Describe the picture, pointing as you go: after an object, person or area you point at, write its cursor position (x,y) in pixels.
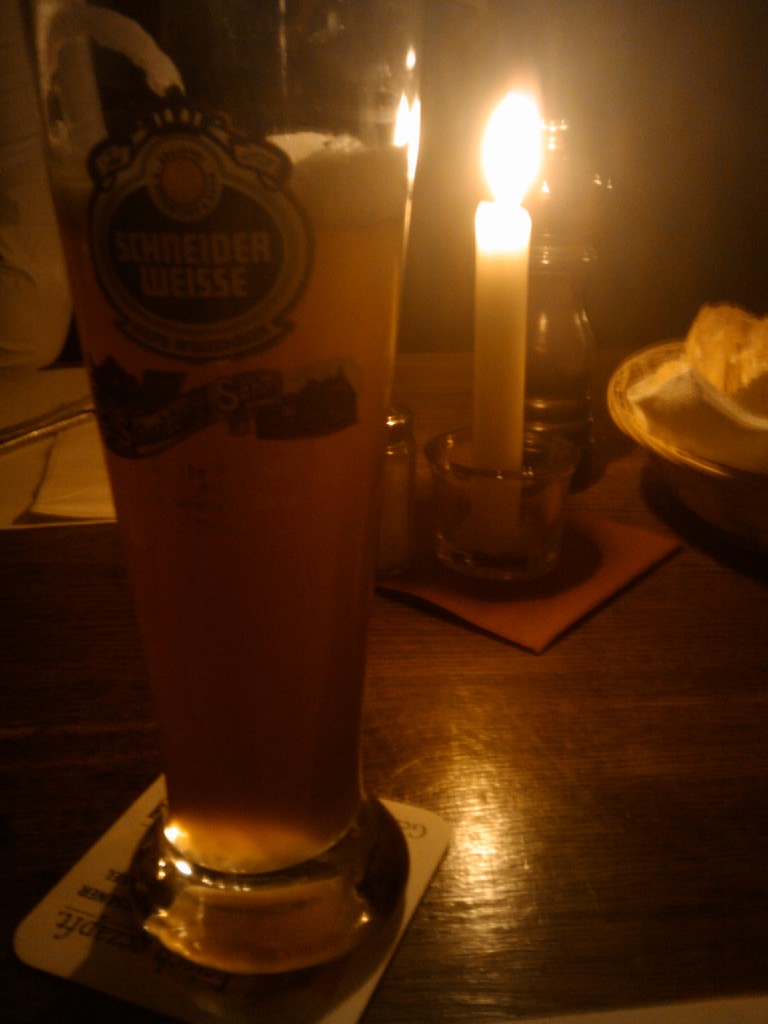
In this image we can see a wooden table (121,715). Here we can see a glass of beer (249,338) on the table (470,908). Here we can see a candle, small bottle (398,523), tissues (724,459) and bowl (724,459) are kept on the table (422,504).
